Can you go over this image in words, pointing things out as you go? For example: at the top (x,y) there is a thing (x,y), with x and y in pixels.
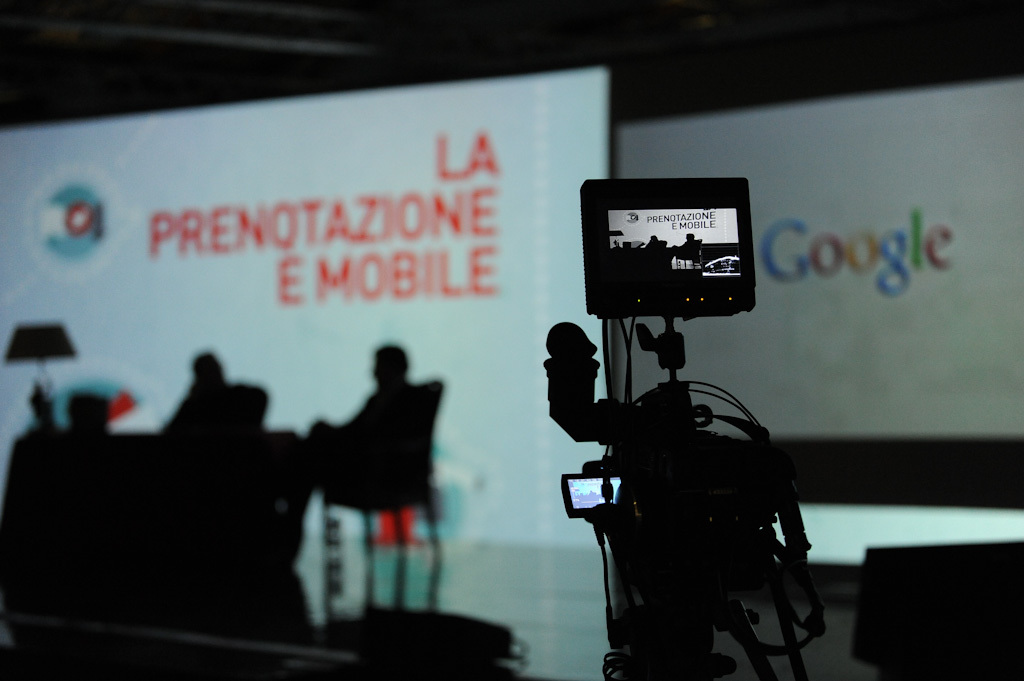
In this image there is a camera (623,441), two people (195,419) sitting on their chairs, in front of them there is a table (114,439), on the table (62,451) there are few objects (77,403) and behind them there is a screen (440,146). At the top of the image (276,71) there is a ceiling (227,40).
